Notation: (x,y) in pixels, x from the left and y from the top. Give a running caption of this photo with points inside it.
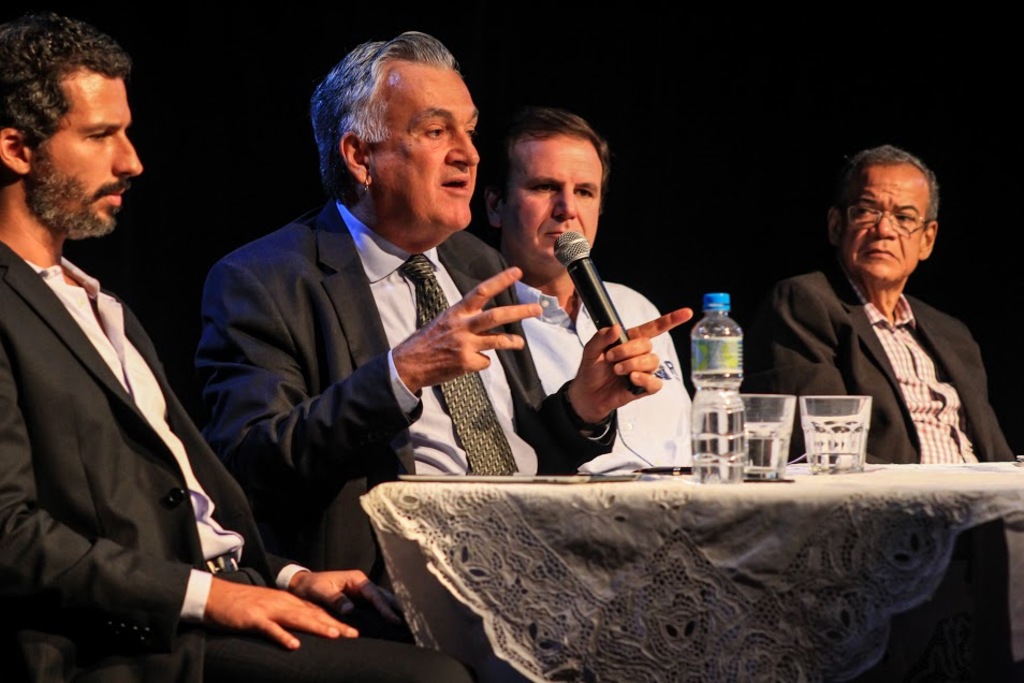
This picture shows few people (507,333) sitting and we see a man (611,360) holding a microphone (614,316) in his hand (602,382) and we see a water bottle (743,430) and couple of glasses (844,408) and papers (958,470) on the table (675,508) and we see a man (884,232) wore a spectacles (908,233) on his face (912,249).
